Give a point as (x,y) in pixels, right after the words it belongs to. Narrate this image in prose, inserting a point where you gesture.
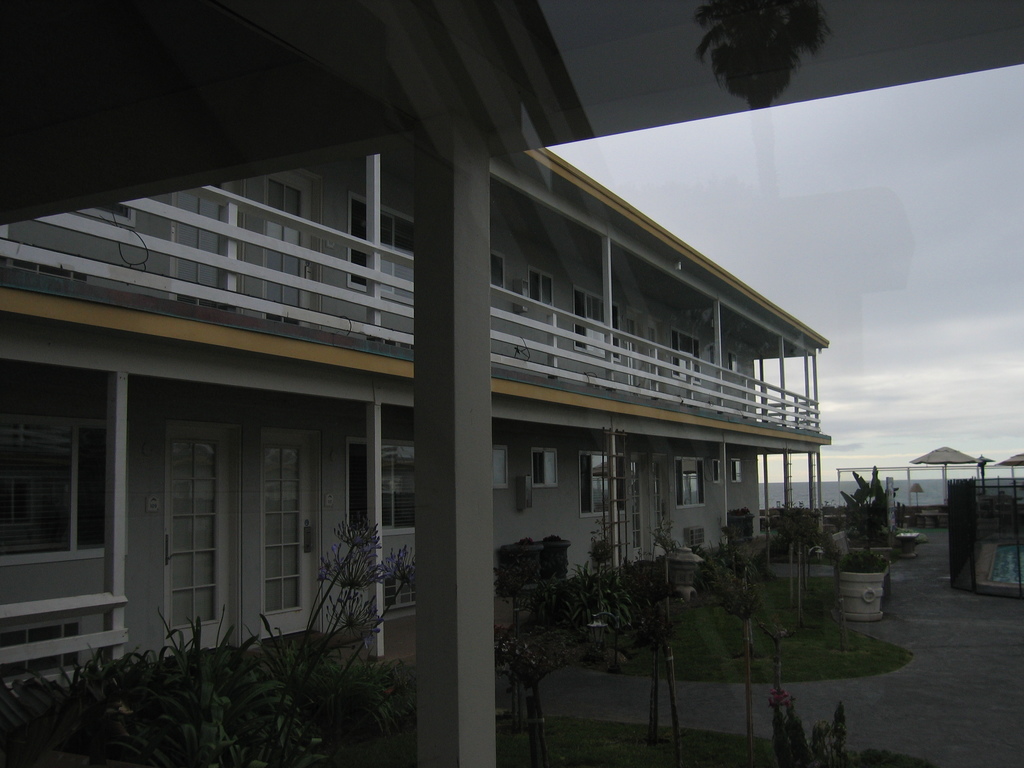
In this picture I can observe a building (344,293). There are some plants (626,594) on the ground (638,690). In the background (751,184) I can observe some clouds (889,306) in the sky (862,280).
